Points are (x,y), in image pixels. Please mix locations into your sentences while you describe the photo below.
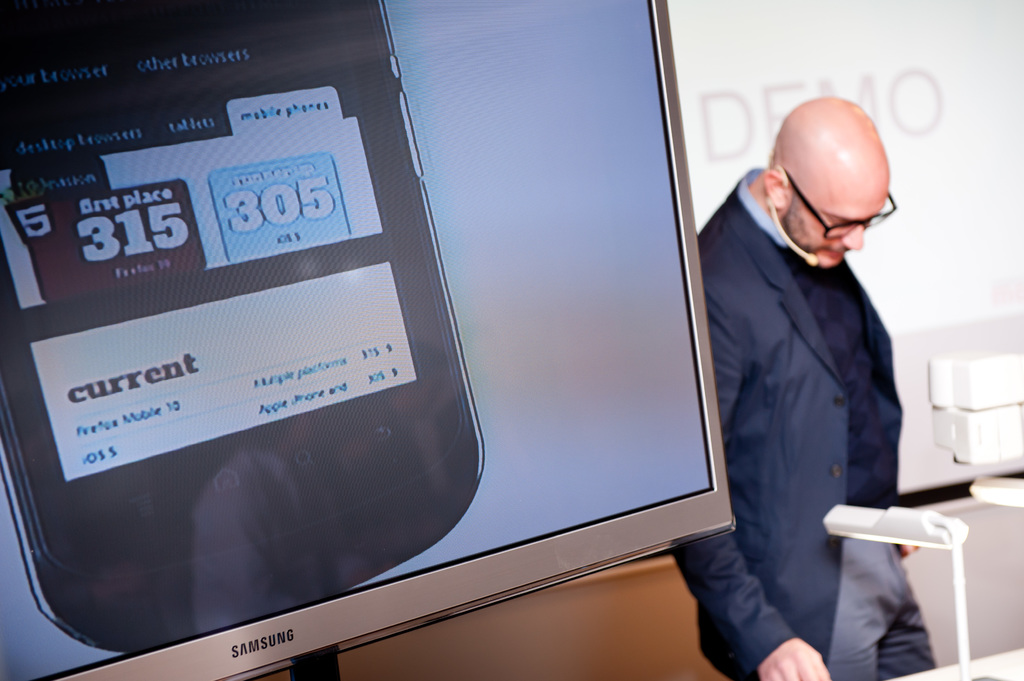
In the picture we can see screen (241,194) on which some picture (334,318) is displaying, on right side of the picture (789,402) we can see person (801,416) wearing blazer (844,501) standing behind some objects (1016,664) and in the background of the picture (936,125) there is some screen (915,238).
